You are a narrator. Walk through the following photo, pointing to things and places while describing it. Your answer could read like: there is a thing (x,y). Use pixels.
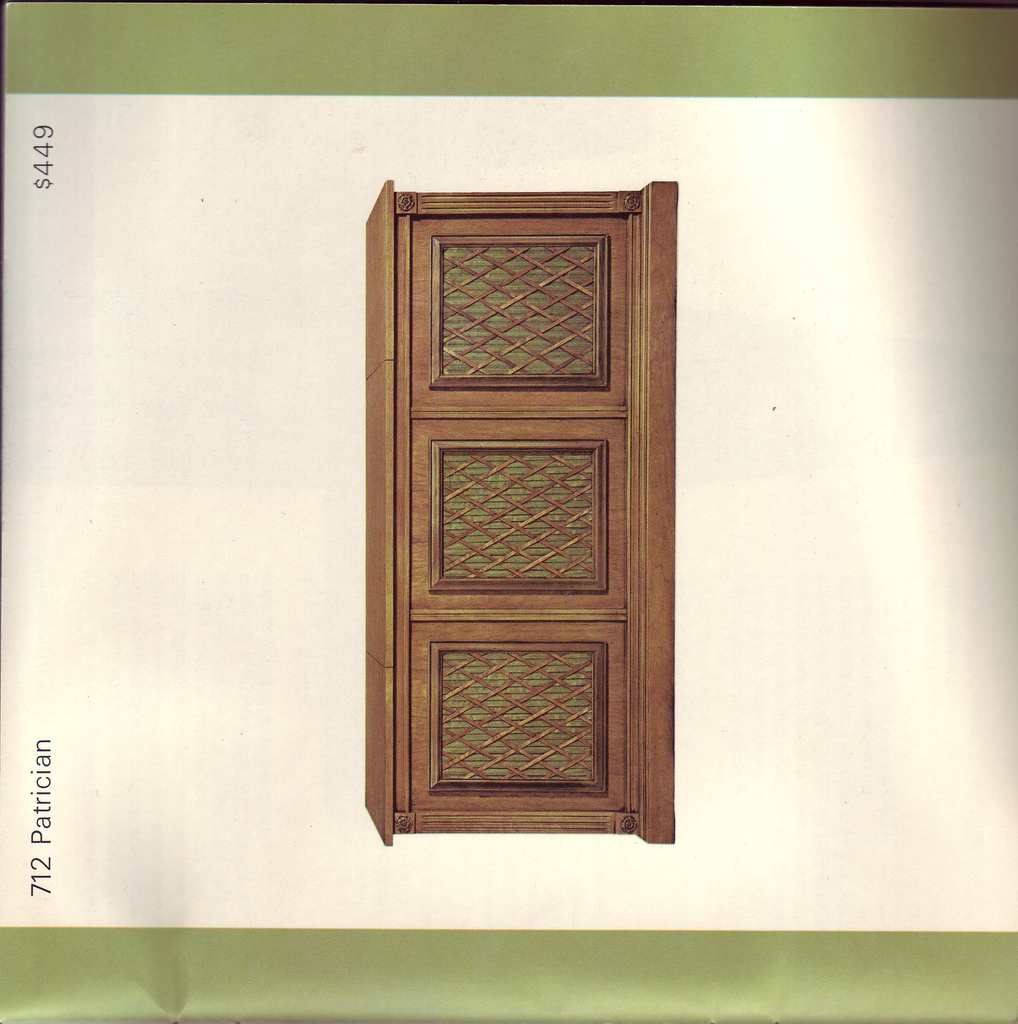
In this image I can see green and white colour thing (317,357). I can also see depiction of a brown colour thing (633,626) over here and here I can see something is written at few places.
